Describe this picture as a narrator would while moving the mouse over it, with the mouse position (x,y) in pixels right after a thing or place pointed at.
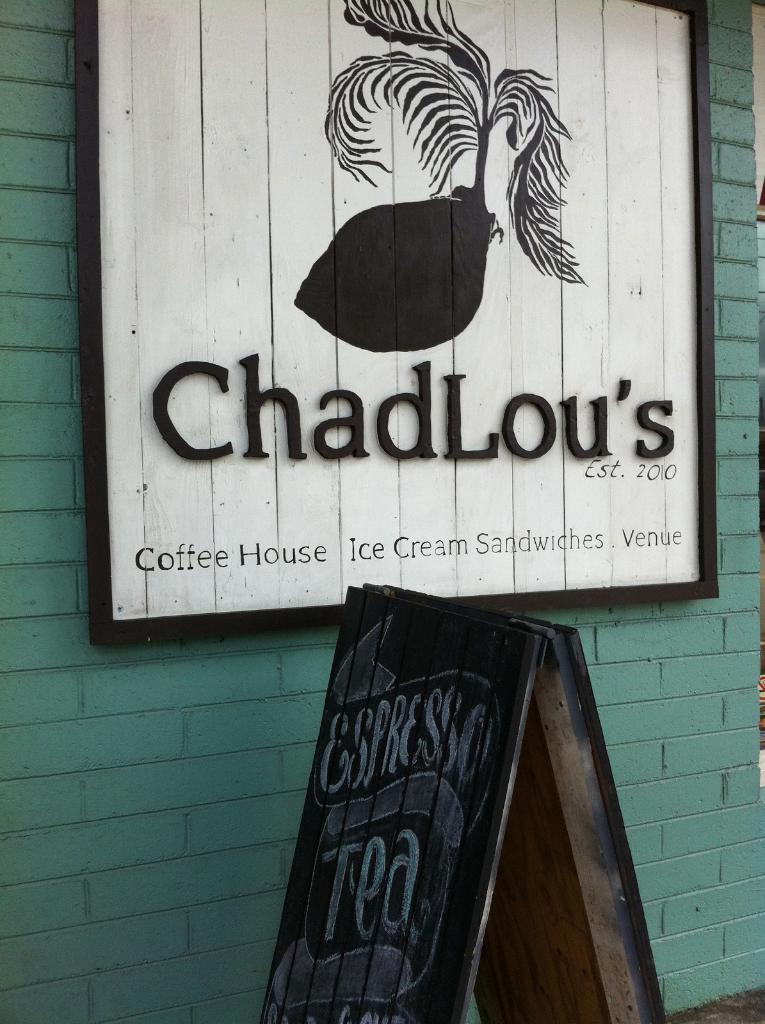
There is a wall (109,744). On the wall (41,685) there is a board (385,407) with something written. Also there is a drawing (371,299) on the board (404,187). Near to the wall (215,753) there is another stand (496,699). On that there is something written.
